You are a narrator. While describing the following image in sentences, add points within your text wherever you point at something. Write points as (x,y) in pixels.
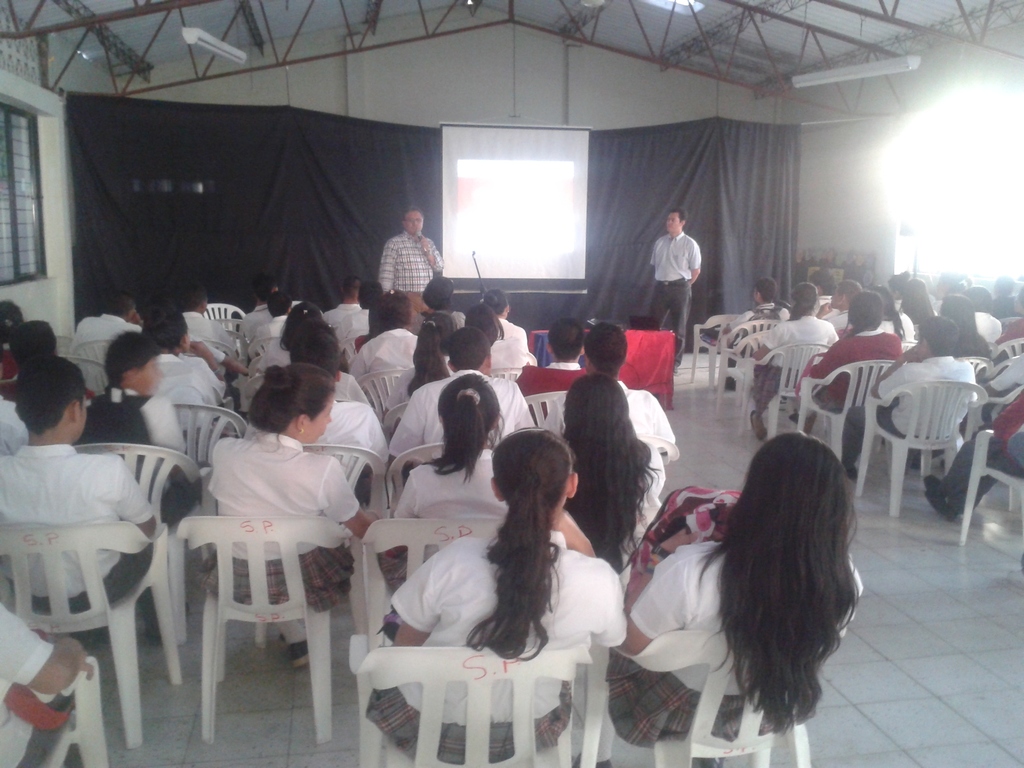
Here we can see a group of people (683,587) who are sitting on a chair (132,659). There is a person (400,266) standing on the top center (422,218). He is delivering a speech on a microphone (426,235). In the background (370,187) we can see a black curtain (312,171) and a person (658,251) standing on the right side (699,271).
